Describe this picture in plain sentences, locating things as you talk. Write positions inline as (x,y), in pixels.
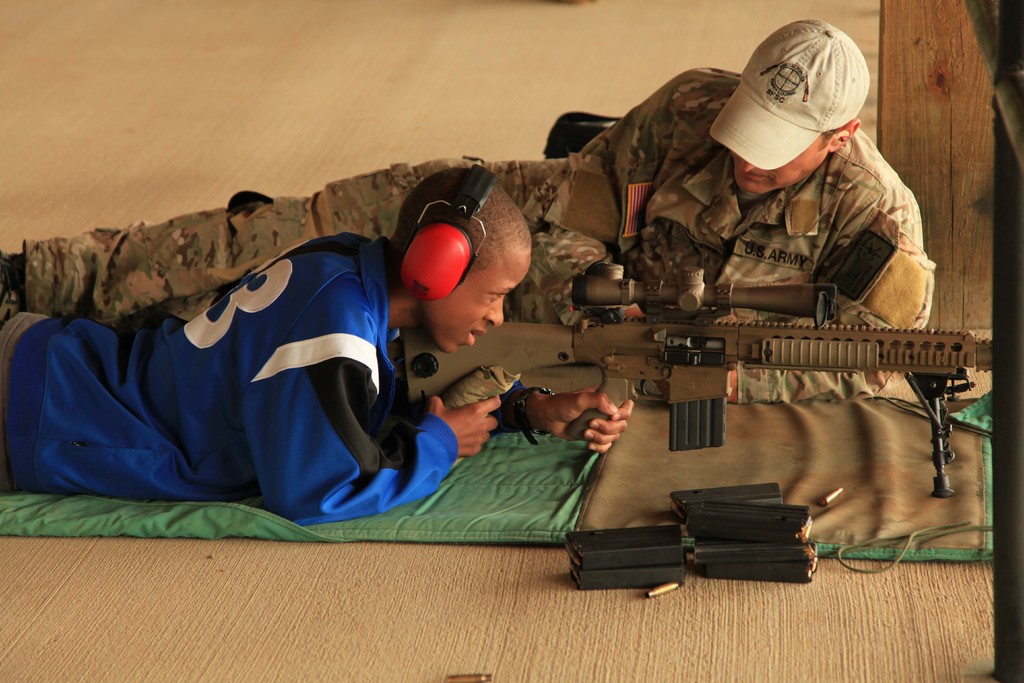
In this image we can see two persons (287,325) lying on the floor (387,559). One person (273,380) wearing blue jacket (314,330) and headphones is holding a gun (552,384) in his hand (491,401). One person (751,157) is wearing a military uniform (735,238) and a cap (765,106). In the foreground (634,544) we can see some boxes (674,559).
